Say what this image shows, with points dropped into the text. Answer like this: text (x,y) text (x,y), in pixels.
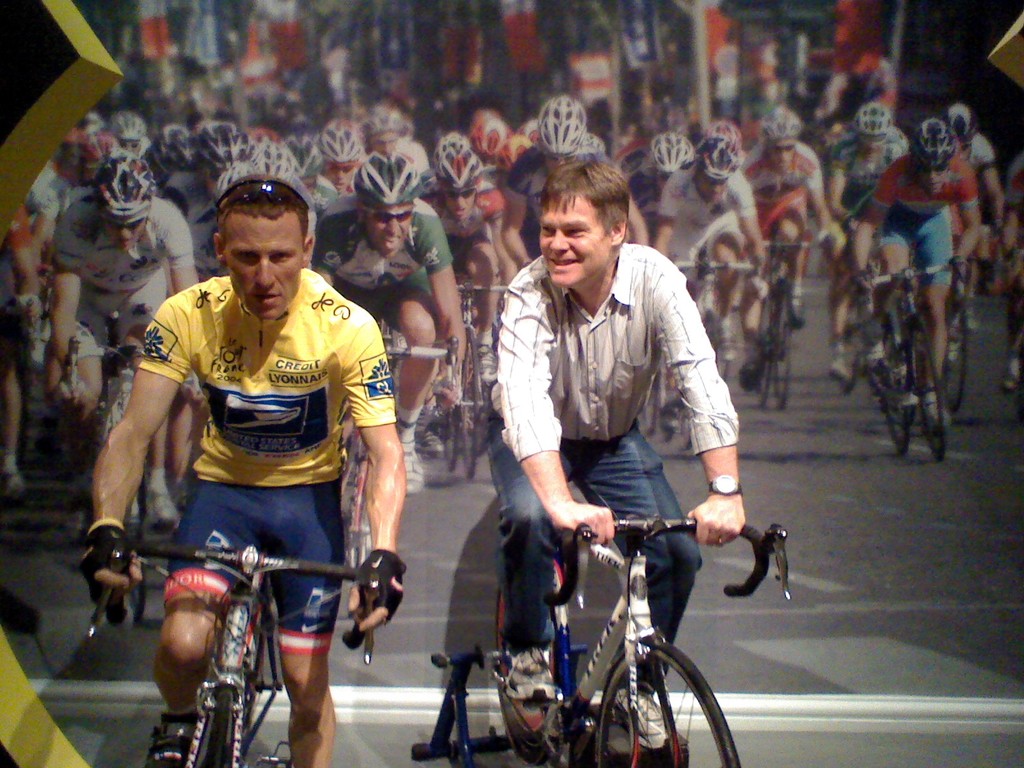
In this image i can see two men (525,426) riding bicycle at the back ground (748,168) i can see few other man (671,179) riding bicycle (770,352) on screen (774,440).
